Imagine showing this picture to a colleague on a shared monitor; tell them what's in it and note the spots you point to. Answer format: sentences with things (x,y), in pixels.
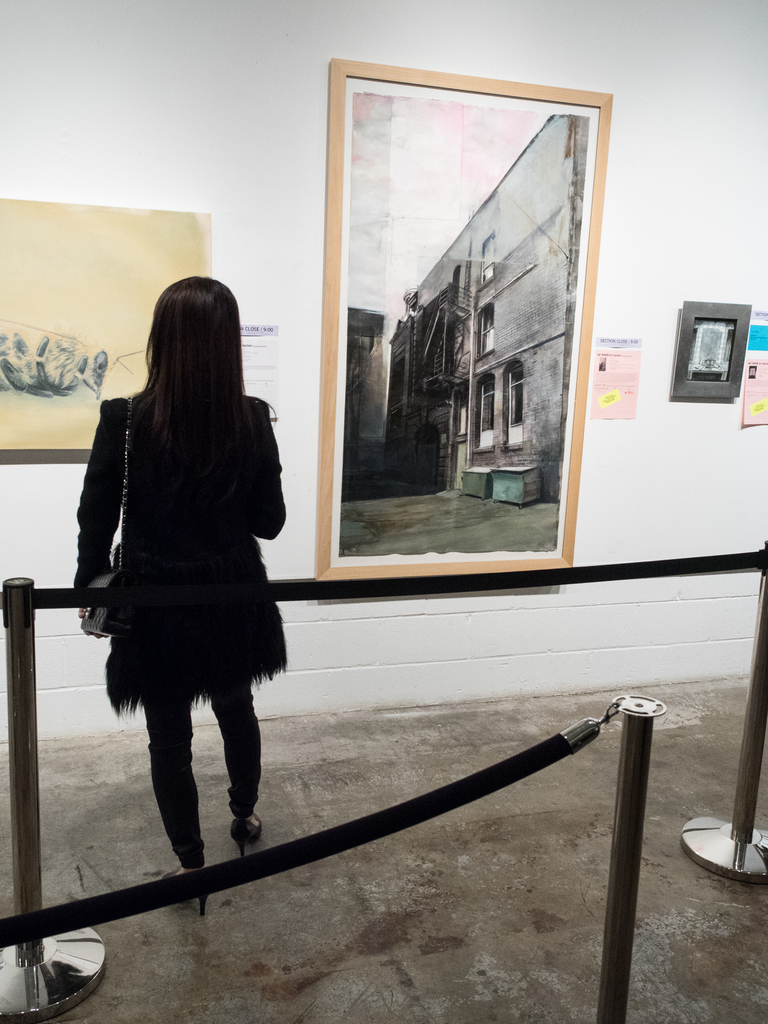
In this picture we can see a few rods (16,856) and ropes (689,570) from left to right. There is a woman (233,648) wearing a bag (103,630) and standing on the ground (257,812). We can see a few frames (25,462) and posters (766,343) on the wall (572,624).
